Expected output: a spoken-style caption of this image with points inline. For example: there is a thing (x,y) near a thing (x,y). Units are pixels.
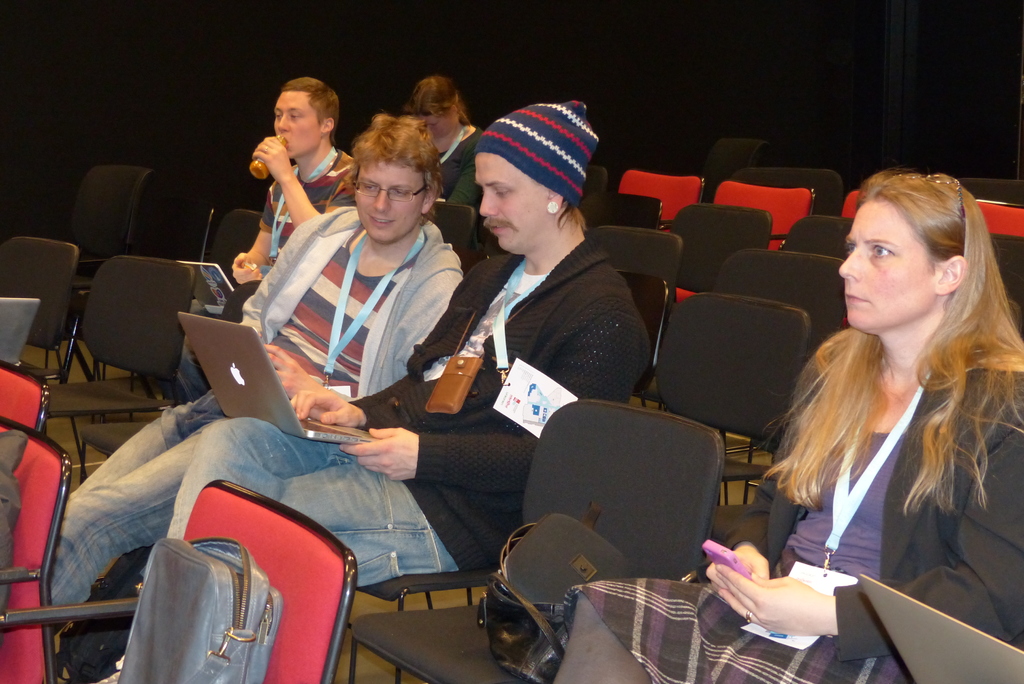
In this image I can see five persons (453,304) sitting. There are chairs (695,314), bags (562,541), laptops (300,426) and there is a dark background (975,43).
